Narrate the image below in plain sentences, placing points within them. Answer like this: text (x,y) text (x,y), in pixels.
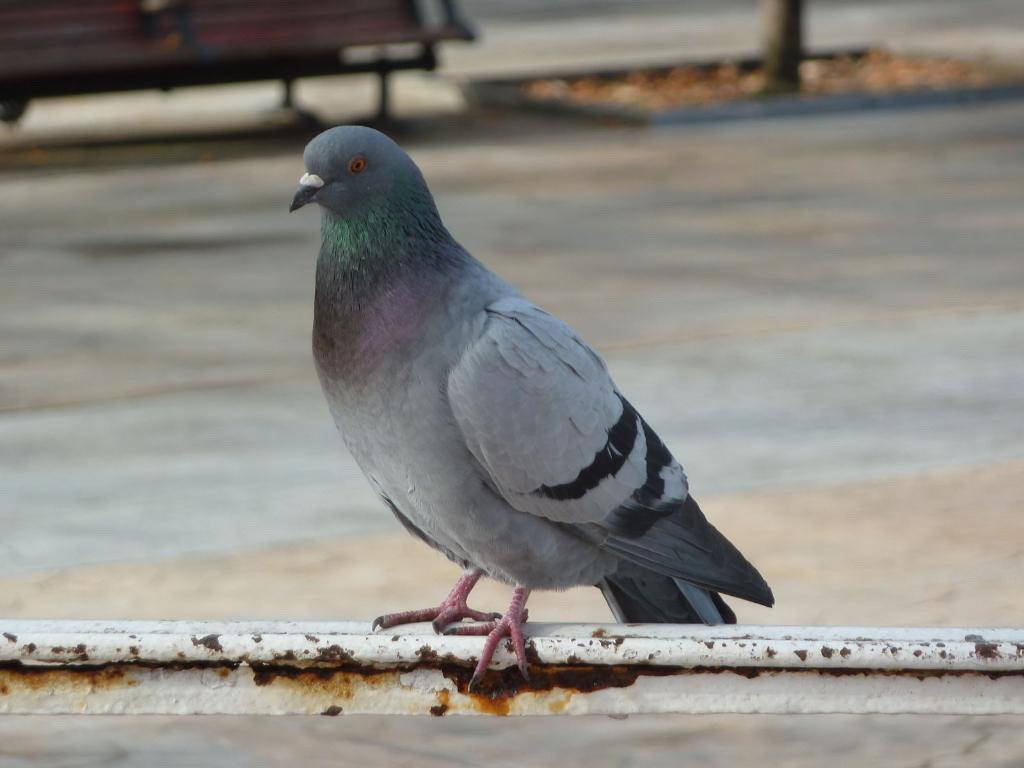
In the foreground of the picture (378,329) there is a pigeon (429,411) on an iron bar (342,651). The background (75,442) is blurred. The background (916,449) there are pavement (216,251), bench (131,28), tree (778,44) and dry leaves (755,79).
